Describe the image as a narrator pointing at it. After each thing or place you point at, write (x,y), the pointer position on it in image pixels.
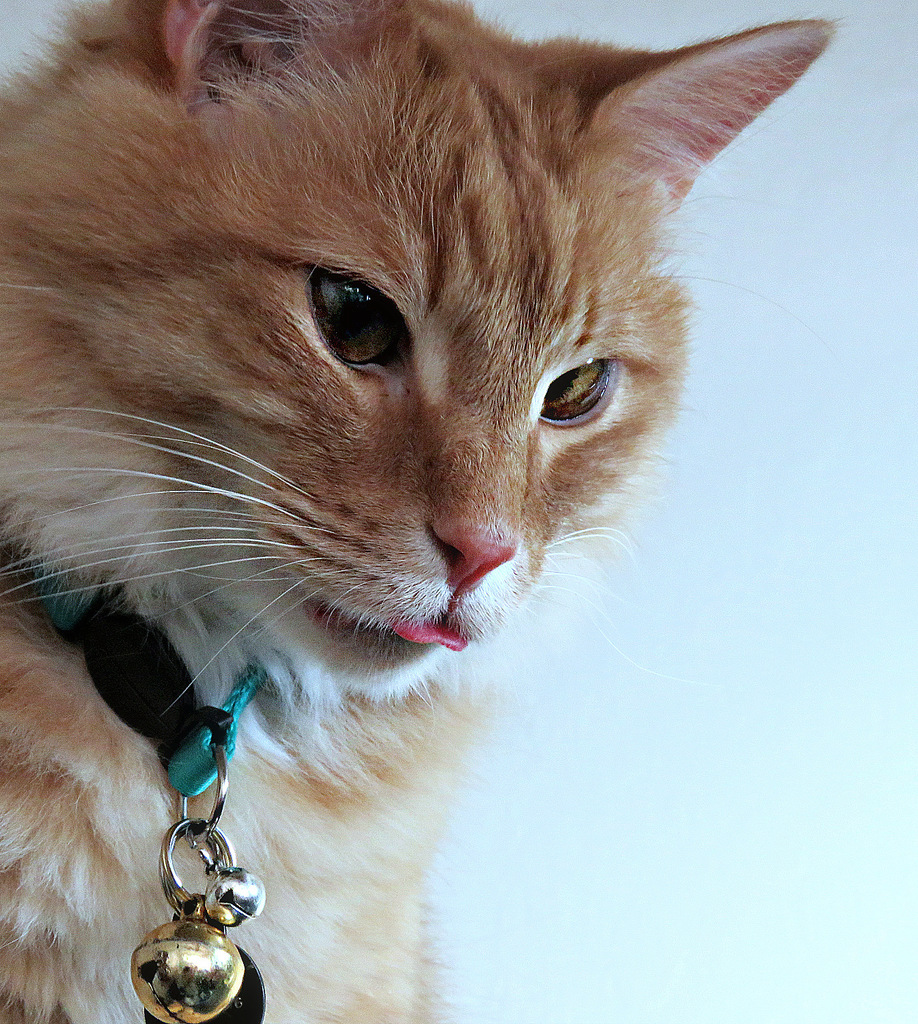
In this image there is a cat (390,457), in the background (791,683) it is blurred.
